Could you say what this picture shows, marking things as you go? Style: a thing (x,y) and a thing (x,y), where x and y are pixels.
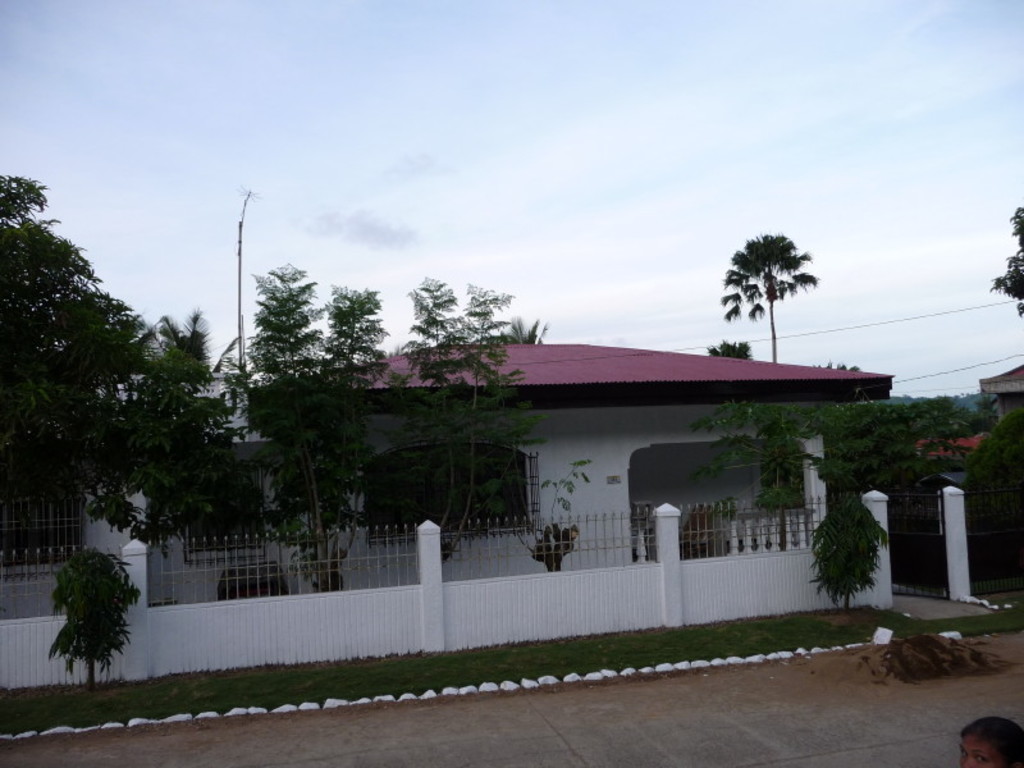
In this image we can see the house (245,419) and the windows (369,508). And we can see the surrounding plants (103,614), trees (991,466). And we can see the grass (723,631). And we can see the fencing (689,553). And we can see the clouds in the sky (687,136).
